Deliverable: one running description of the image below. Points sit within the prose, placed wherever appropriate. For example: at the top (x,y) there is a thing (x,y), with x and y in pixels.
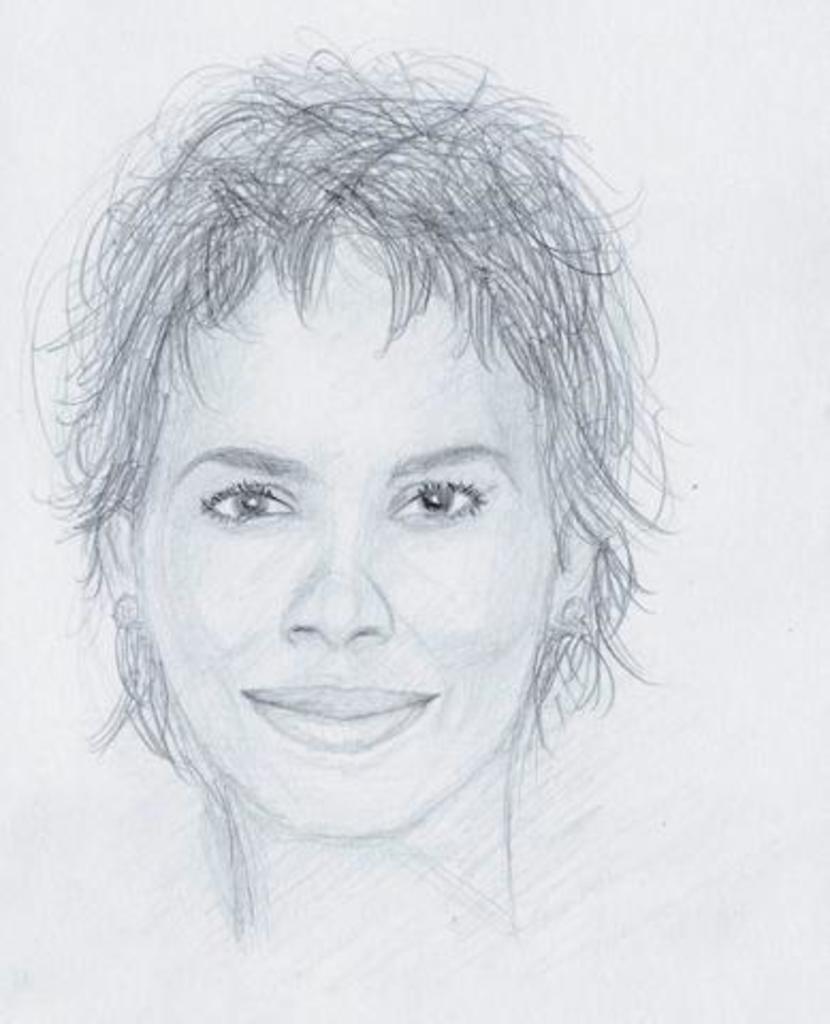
This image is a sketch. In this image we can see a lady (336,468).
